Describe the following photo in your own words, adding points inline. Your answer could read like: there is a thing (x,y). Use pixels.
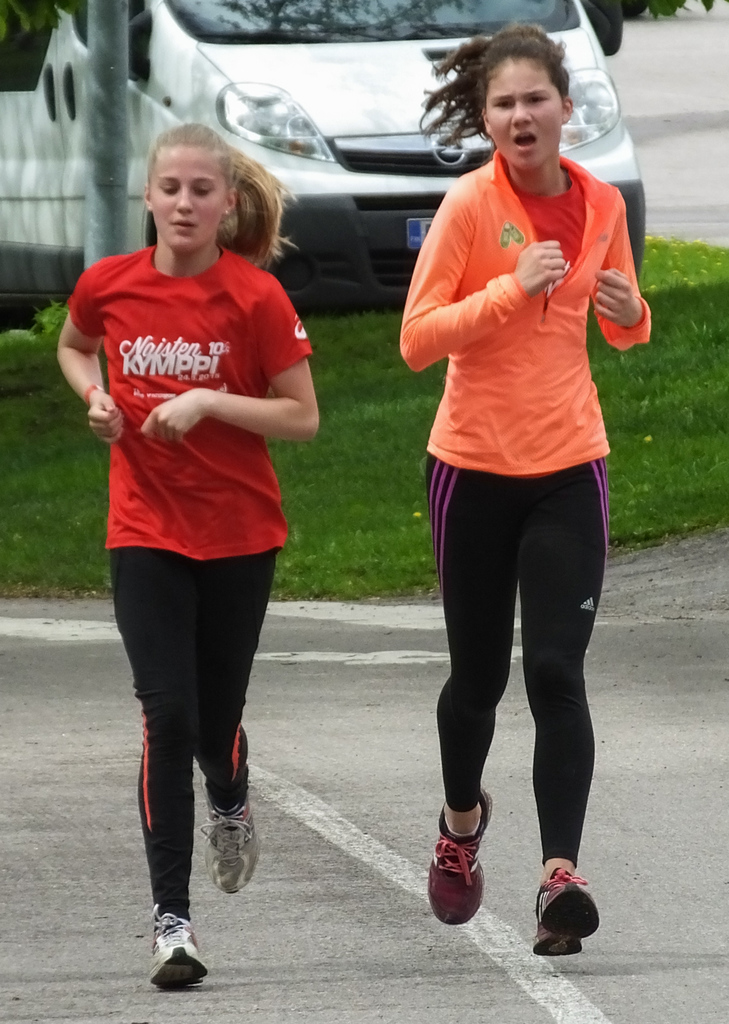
In this image there are two girls (298,388) running on the road (397,848), behind them there is a vehicle (266,159) parked on the surface (335,394) of the grass (331,448), beside the vehicle (265,143) there is a pole (124,163).
